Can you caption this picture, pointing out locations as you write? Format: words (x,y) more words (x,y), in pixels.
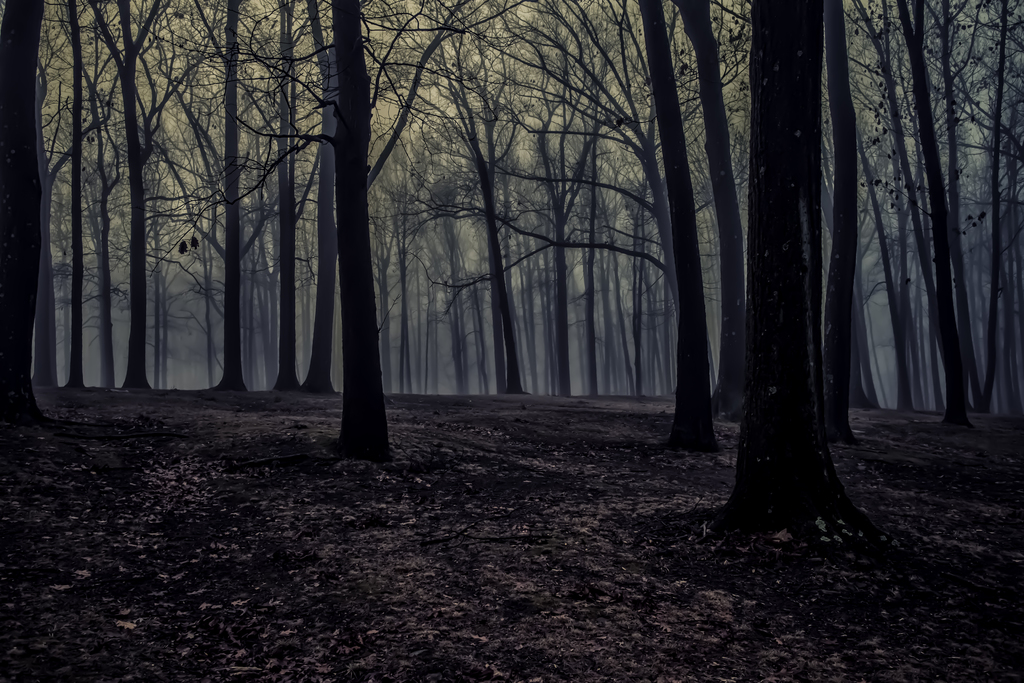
In this image I can see an open ground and number of trees (608,286).
